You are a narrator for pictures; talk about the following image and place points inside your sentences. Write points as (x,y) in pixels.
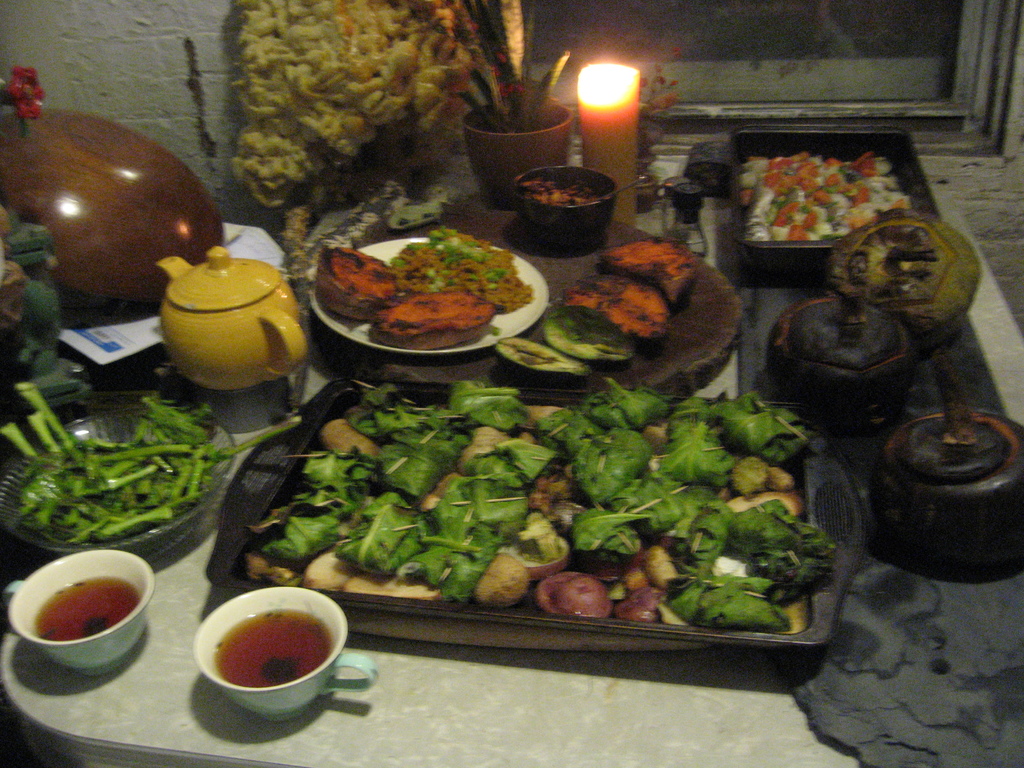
As we can see in the image there are bowls (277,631), trays (322,416), plate (356,336), candle (600,75), plant (527,91) and food items (489,455).
